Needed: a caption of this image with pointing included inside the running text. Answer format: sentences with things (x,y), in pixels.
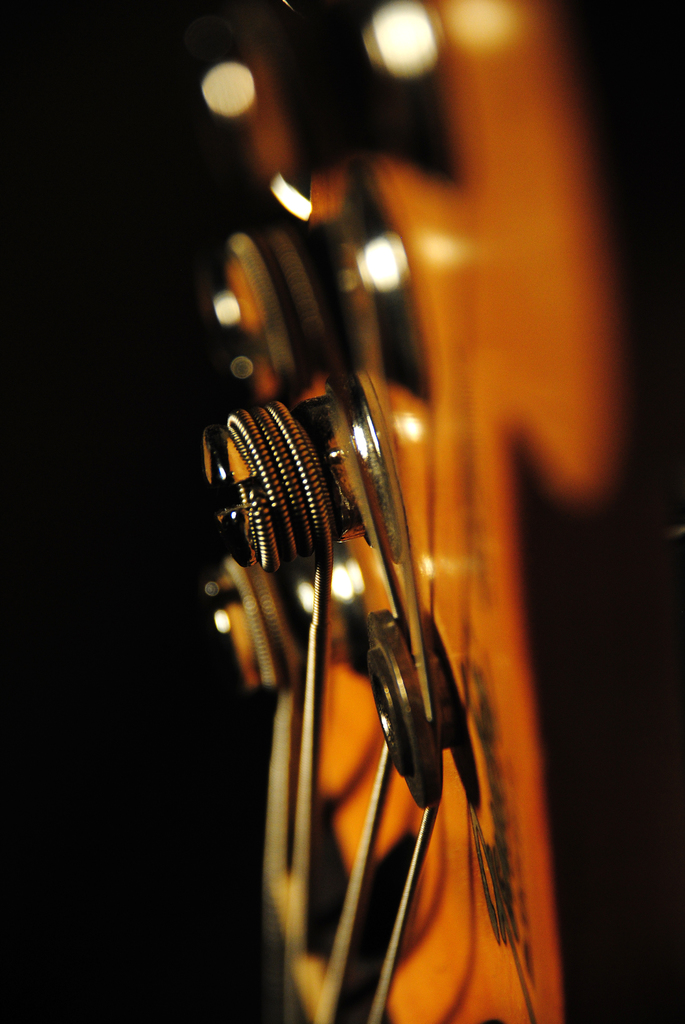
In this image there is an object (292,574).
